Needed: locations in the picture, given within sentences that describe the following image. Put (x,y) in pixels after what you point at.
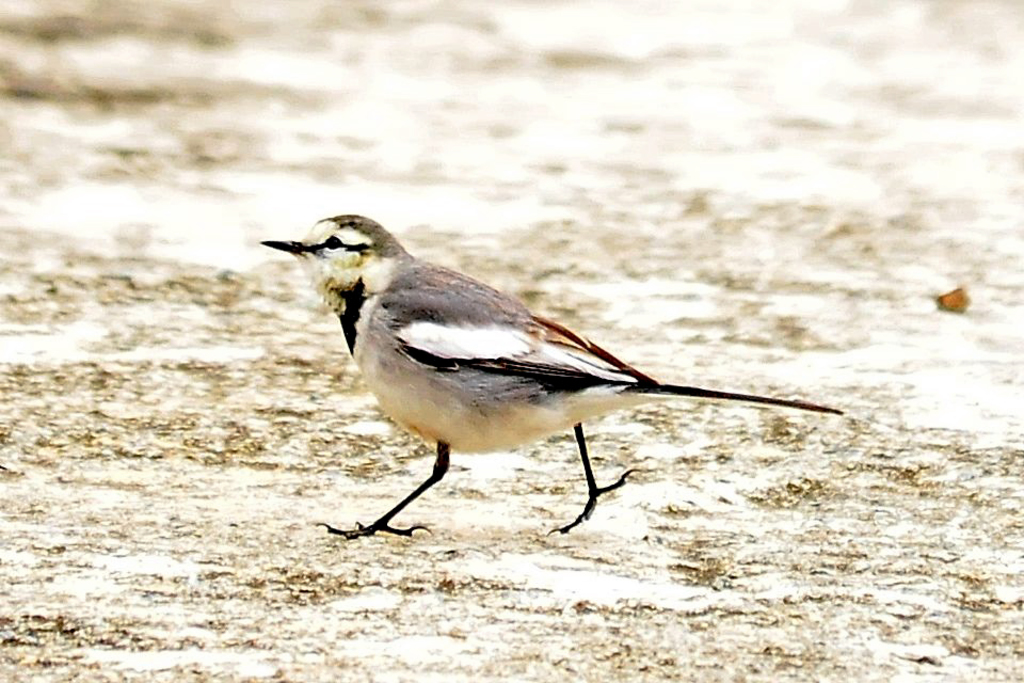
In this image we can see a bird (452,438) is walking on land (911,573). The color of the bird (422,316) is black and white.
